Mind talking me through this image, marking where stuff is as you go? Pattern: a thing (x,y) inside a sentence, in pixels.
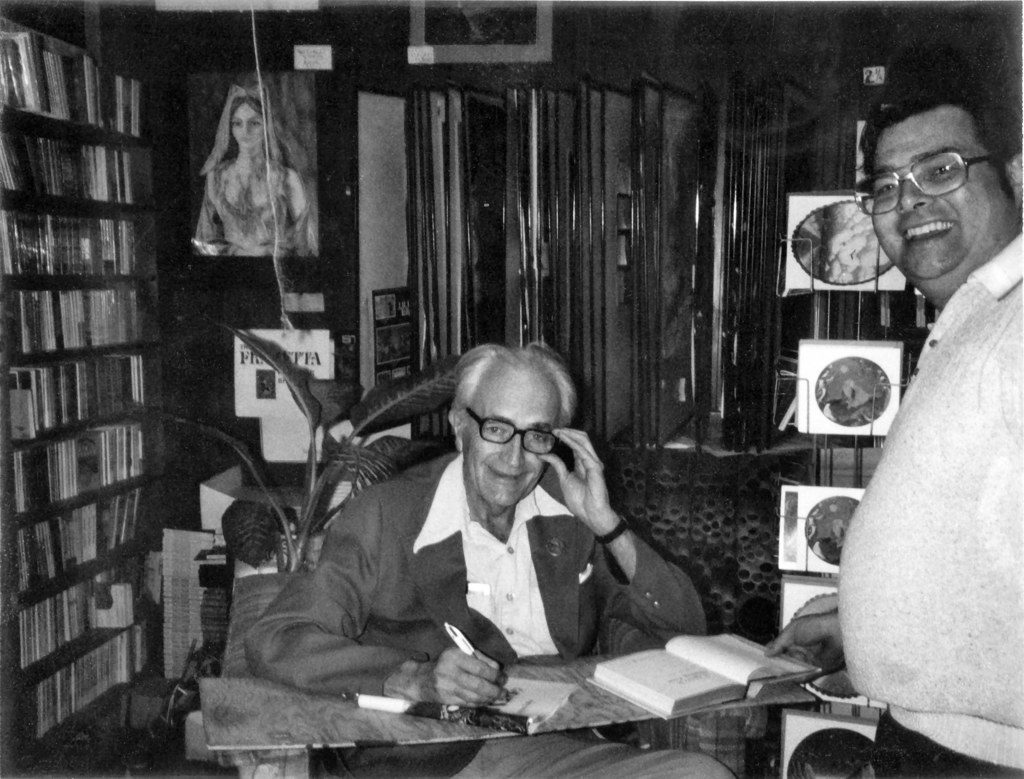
This is a black and white image. On the right side (912,433) there is a man (924,455) standing. In the middle (515,498) there is another man (376,602) sitting on the chair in front of the table (256,726) and holding a pen (457,644) in the hand (481,676). On the table (603,714) there are two books (527,689). These two men (585,496) are smiling and giving pose for the picture. On the left side (92,398) there is a rack (71,643) which is filled with the books (72,625). In the background (681,235) there are few boxes (789,556) and other objects (514,265). At the top (494,33) there is a frame (513,25) attached to the wall (631,21).
